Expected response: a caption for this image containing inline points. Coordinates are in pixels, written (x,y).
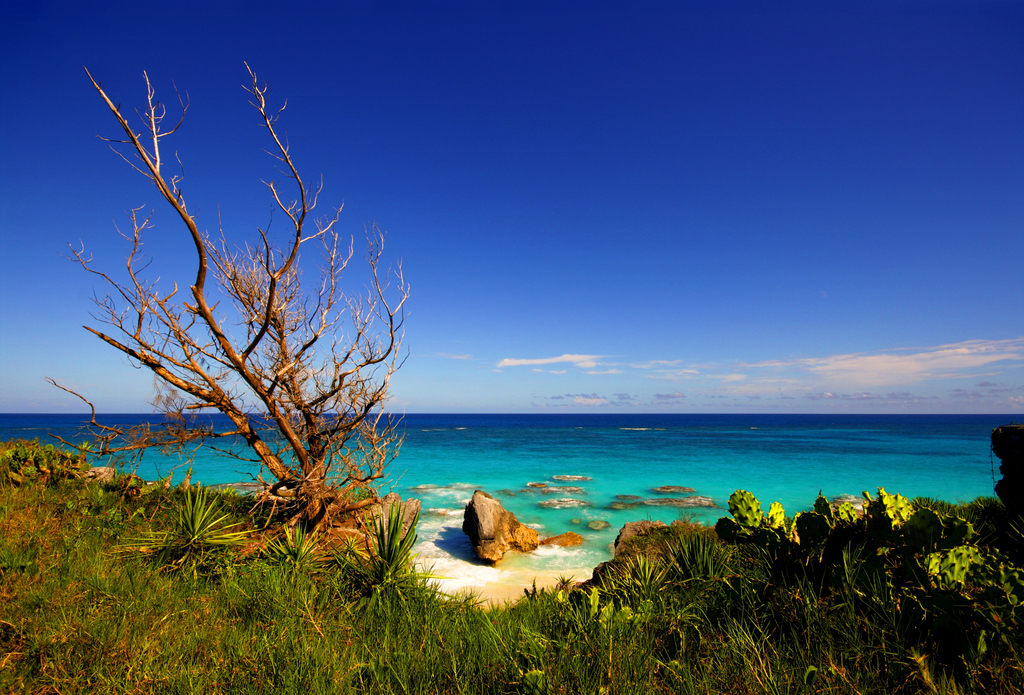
In this image I can see a tree (247,426), plants (298,558) and the grass (228,644). In the background (629,379) I can see the water (626,431) and the sky (604,287).
